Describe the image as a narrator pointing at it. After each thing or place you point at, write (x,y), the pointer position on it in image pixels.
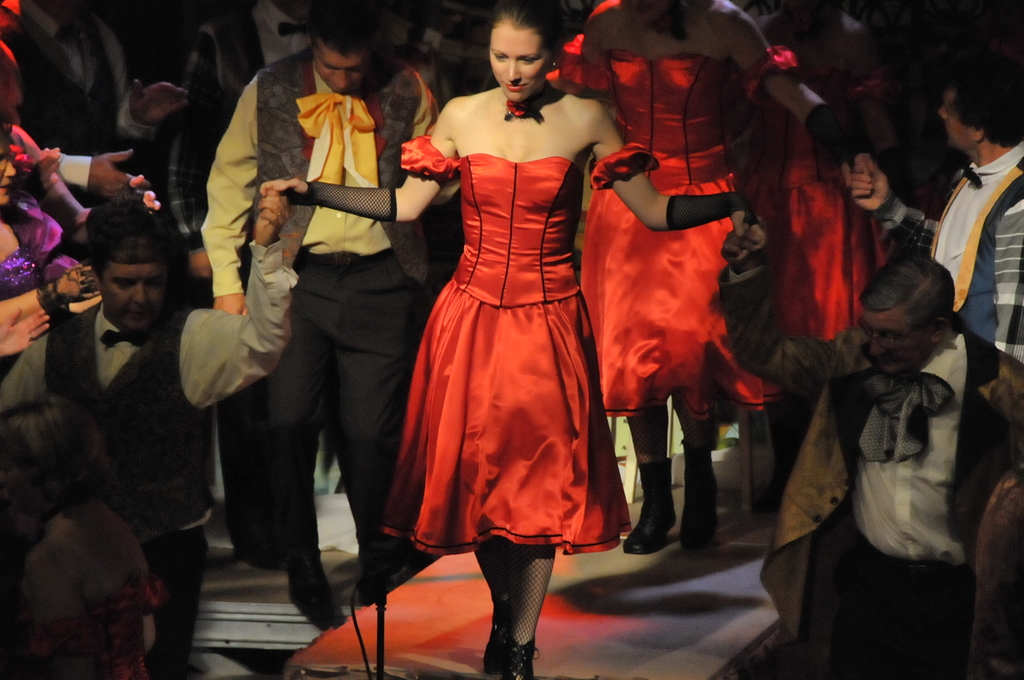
In this picture there are few women (664,241) wearing red dress (615,288) are standing and there are two men (817,386) standing and holding the hands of women (556,242) on either sides of them and there are few other persons (243,101) in the background (325,121).
